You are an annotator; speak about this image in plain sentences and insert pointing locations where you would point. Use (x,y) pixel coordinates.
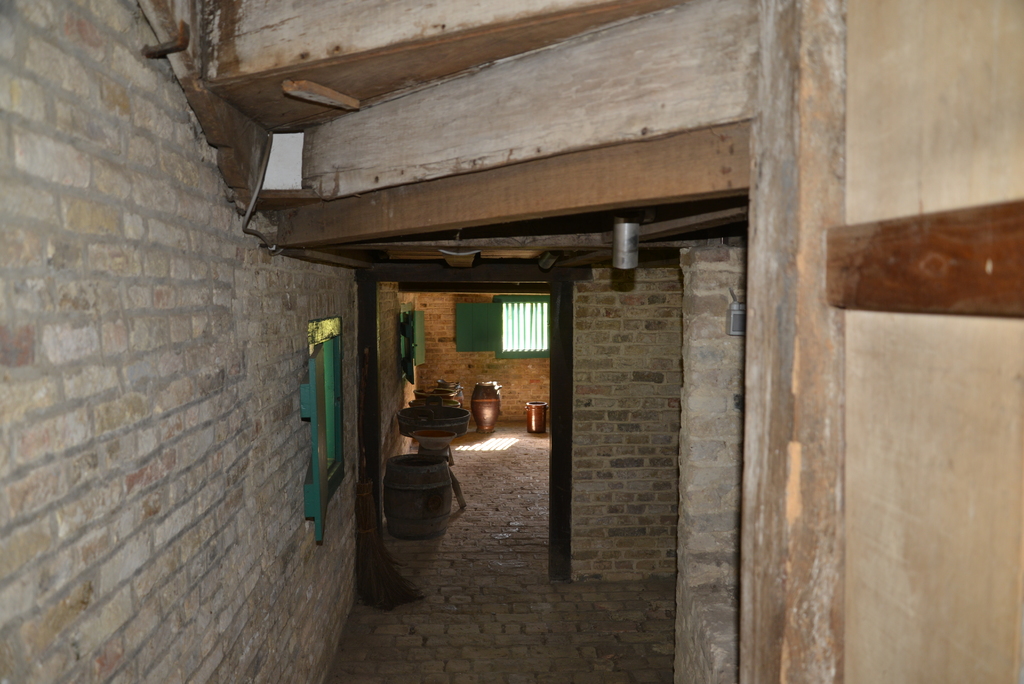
This is the picture of a room (686,304). At the back (422,357) there is a broom (379,586) and there is a drum (421,519) and there are objects (417,452) and there are windows (321,484). In the foreground (764,69) on the right side of the image (901,670) there is a door (1003,280). On the left side of the image (192,371) there is a wall (194,355). At the bottom (477,589) there is a floor (477,589) and there is a sun light (503,441) on the floor (515,445).
